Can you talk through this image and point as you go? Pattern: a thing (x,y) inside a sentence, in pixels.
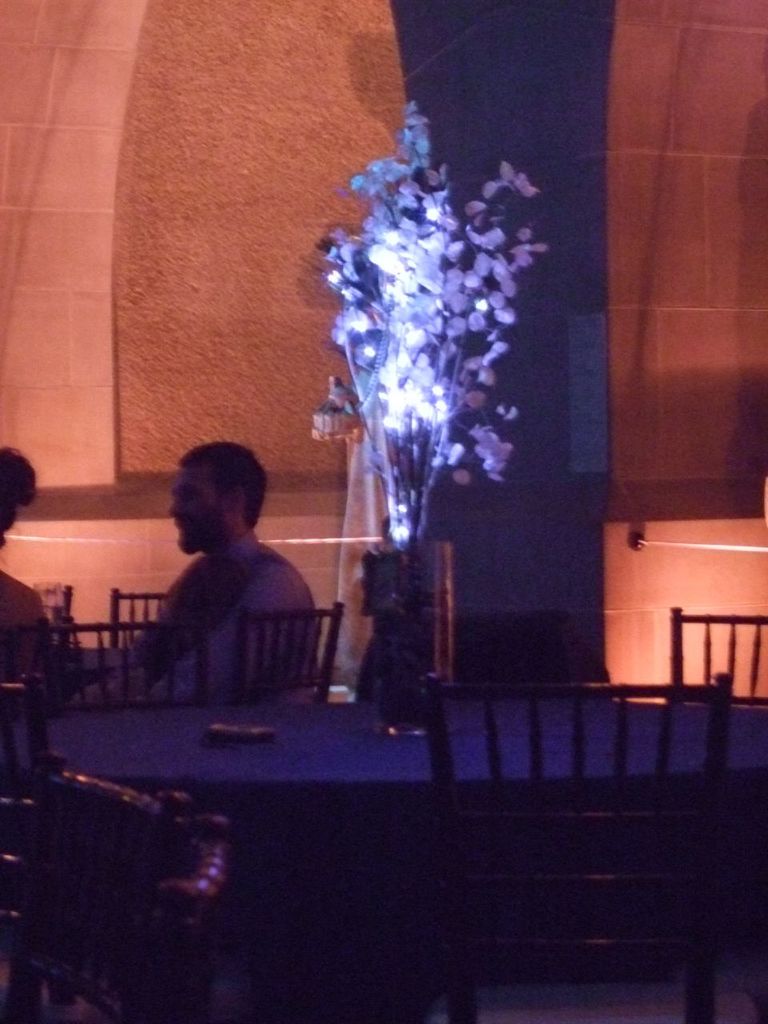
In this image I can see the dining table (423,798). I can see a flower vase (421,393). On the left side (176,616) I can see two people (180,588). In the background (246,276), I can see the wall (181,169).
